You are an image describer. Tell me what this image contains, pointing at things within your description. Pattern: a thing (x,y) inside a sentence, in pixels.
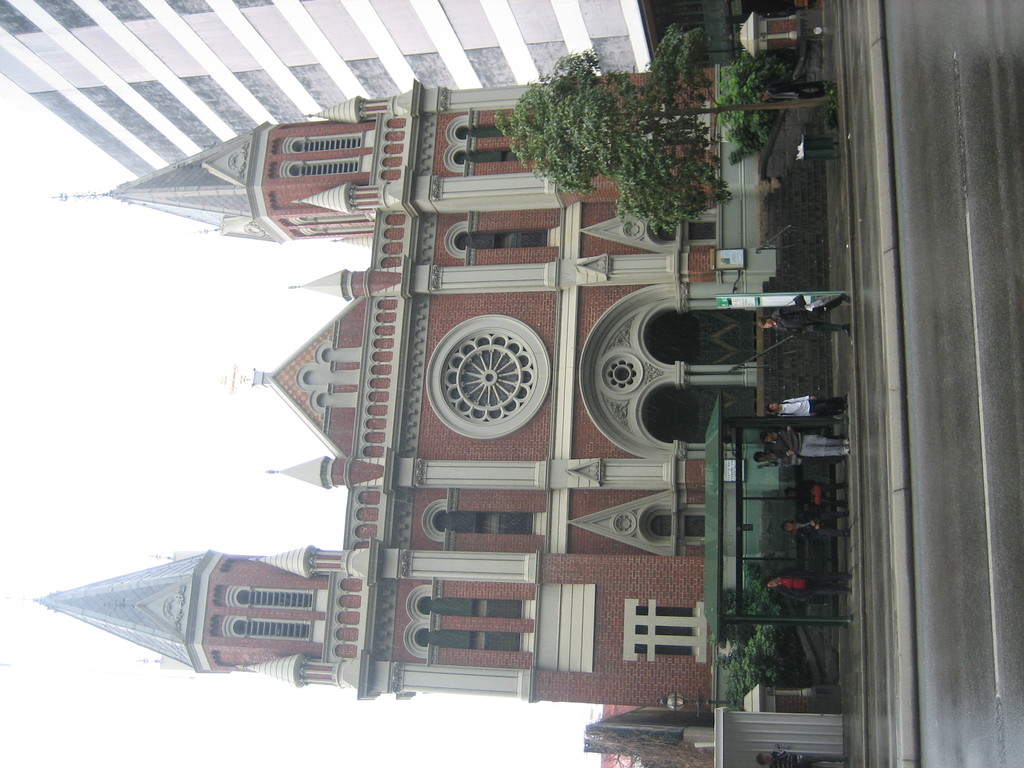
This image is taken outdoors. On the right side of the image (954,259) there is a road (957,391) and a sidewalk (842,378). On the left side of the image (16,460) there is a sky (94,451). In the middle of the image (364,367) there are two buildings (449,325) with walls (300,128), windows (267,590), doors (730,356), roofs (186,194), steeples (179,182) and carvings (409,372). There are a few trees (781,630) and a few people (807,436) are standing on the sidewalk (839,190).
